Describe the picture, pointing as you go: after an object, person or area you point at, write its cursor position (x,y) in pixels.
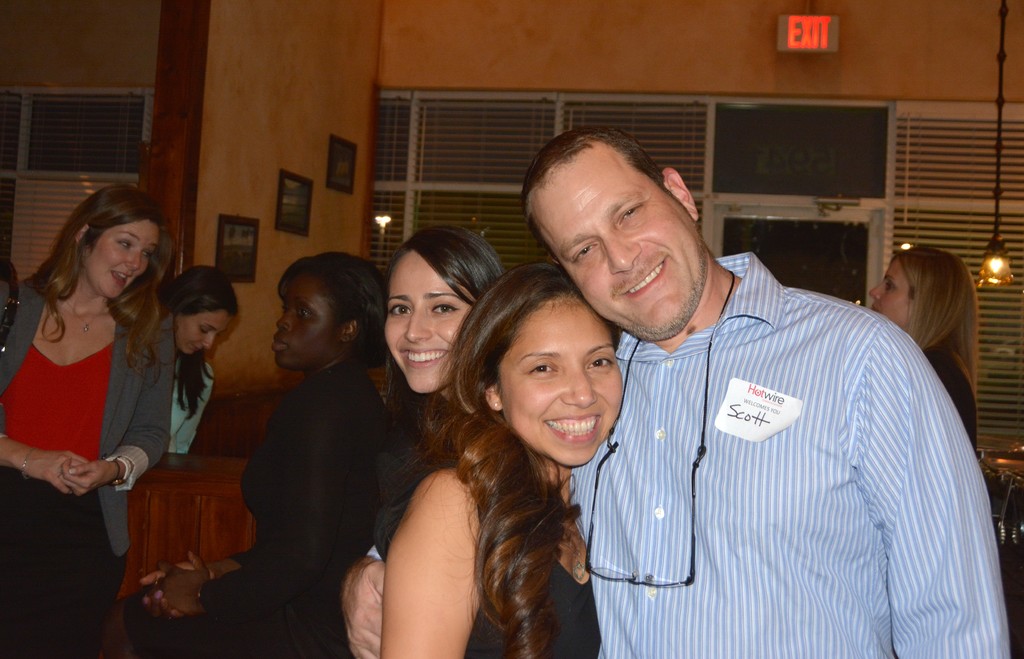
Here we can see a group of people (166,292) standing and mostly all of them are laughing and at the top right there is a symbol of exit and on the wall (280,130) there are some portraits (309,193).
